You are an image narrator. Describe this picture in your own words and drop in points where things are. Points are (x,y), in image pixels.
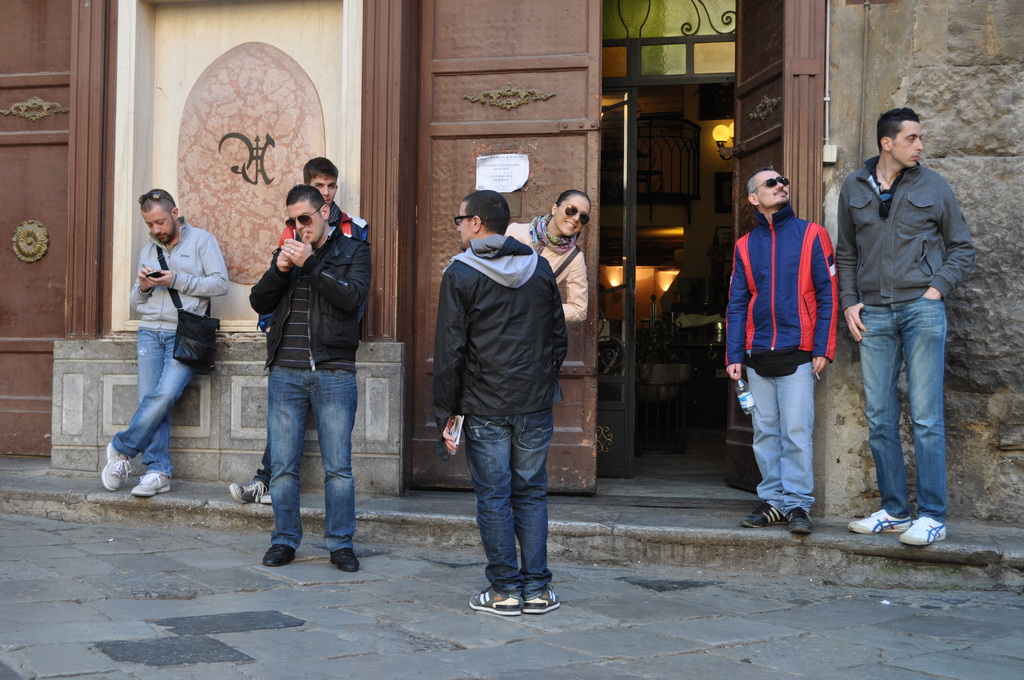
In the picture I can see group of people (494,381) are standing on the ground (702,532). These people (468,446) are holding some objects (455,439) in hands (444,446). In the background (574,368) I can see doors (548,168), lights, a wall (237,211) and some other objects (680,370).
